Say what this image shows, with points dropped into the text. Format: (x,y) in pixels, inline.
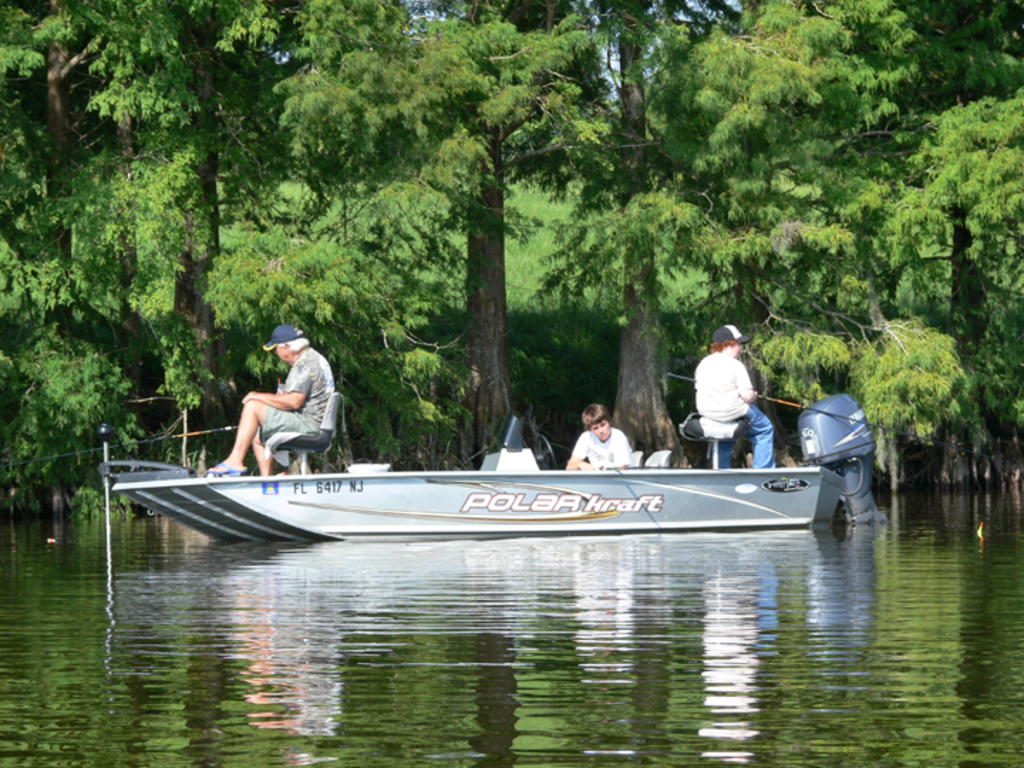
In this image I can see water (665,602) and in it I can see a boat (575,483). I can also see few people (252,418) are sitting on this boat (594,478) and here I can see something is written. In the background (45,431) I can see number of trees (991,59) and I can see few people (738,368) are wearing caps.
